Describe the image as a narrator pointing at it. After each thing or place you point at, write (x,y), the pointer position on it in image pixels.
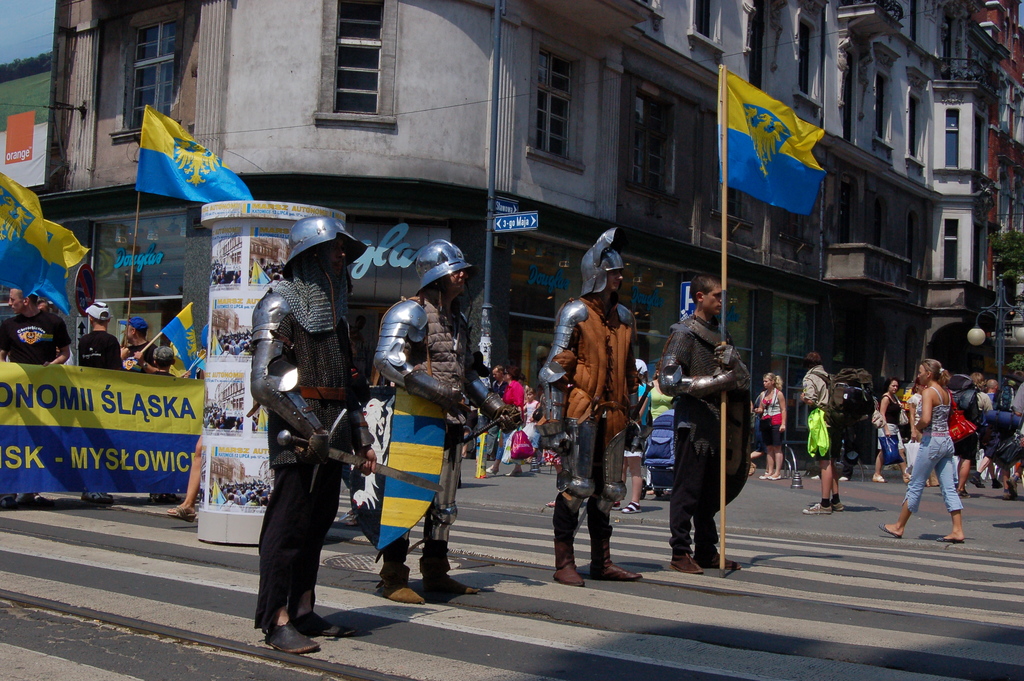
In this image there are four people (573,552) holding the flag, knife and a few other objects (732,420). Behind them there are a few other people (15,325) holding the flags (54,303) and banners (52,383). There is a pillar (241,385). On the right side of the image (833,449) there are a few people (770,471) standing on the road (903,592). In the background of the image (62,42) there are buildings (665,92), trees (1013,362), light poles (999,355). There is a directional board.
